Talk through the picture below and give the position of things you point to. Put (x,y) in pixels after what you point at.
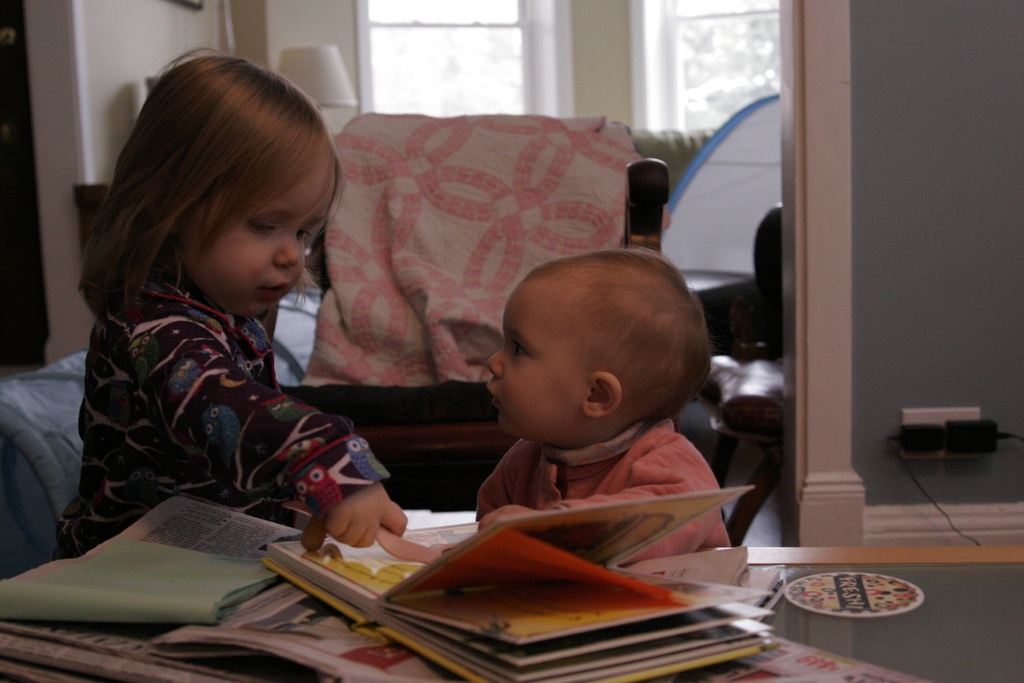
In this image, I can see two kids (561,462) standing. At the bottom of the image (577,665), there are books (580,665) and newspapers (323,662) on the table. In the background (436,417), I can see a couch (515,192), lamp (321,64), glass windows (450,109) and few other objects (940,447).
